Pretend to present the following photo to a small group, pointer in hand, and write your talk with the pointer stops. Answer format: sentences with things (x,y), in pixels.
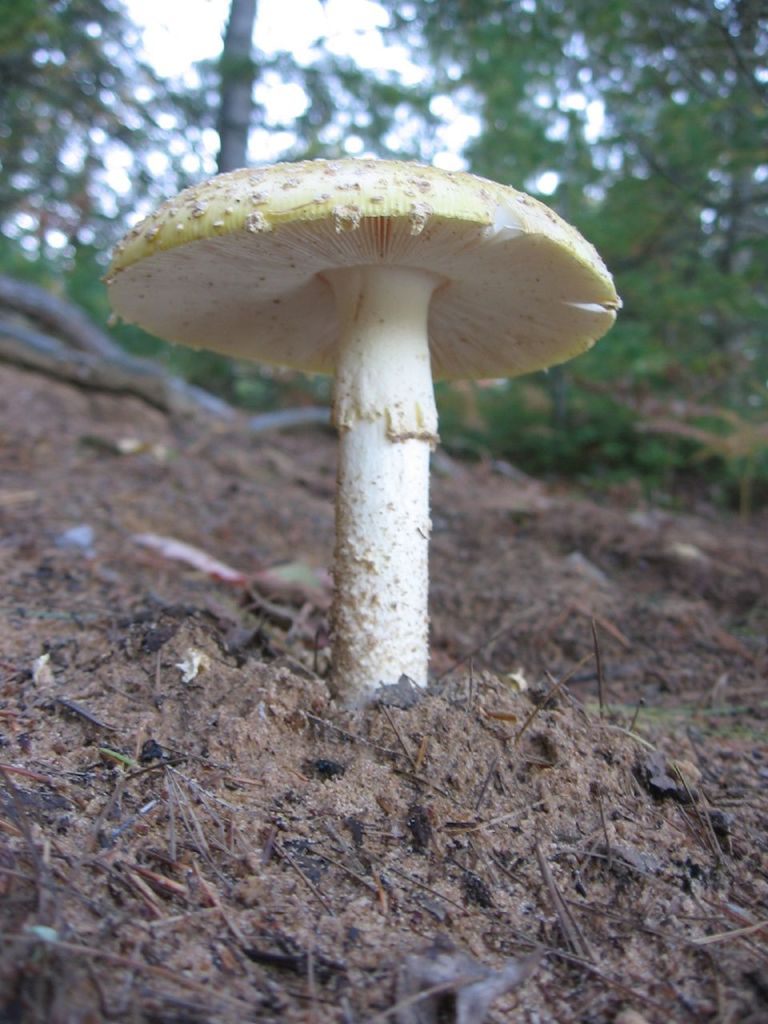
In this picture I can see a mushroom (377,329) on the ground (569,541) and few trees (512,176). It is white in color and I can see a tree bark (148,388) on the ground (145,411).
